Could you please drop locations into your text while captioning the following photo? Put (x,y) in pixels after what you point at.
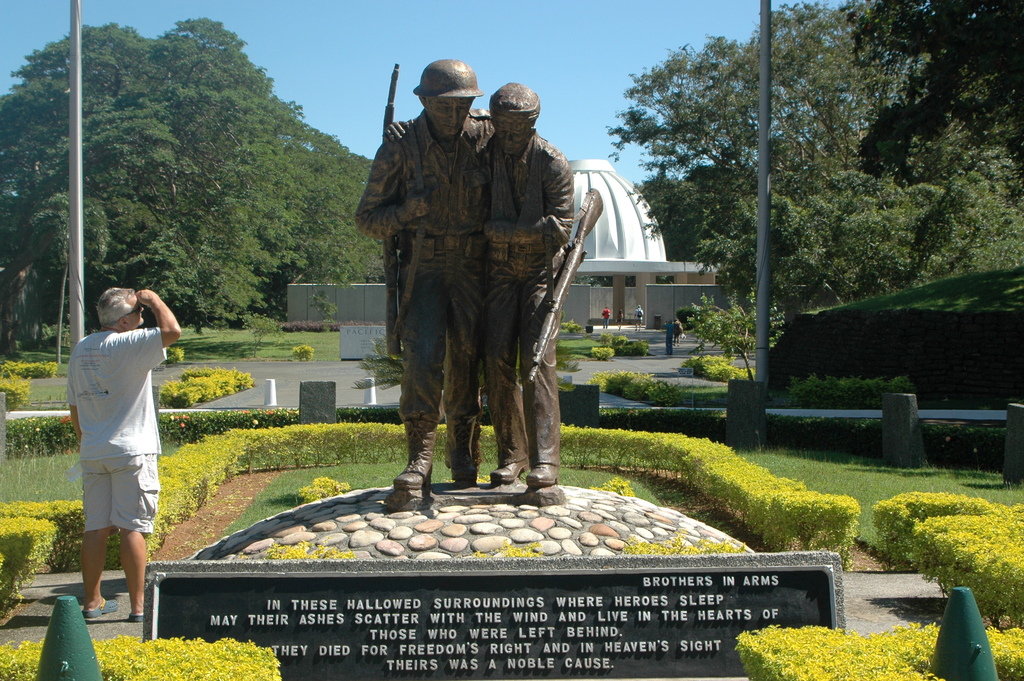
In the center of the image (396,322) we can see the brothers statue (464,289). We can also see the text (473,602) on the concrete structure (660,616). There is a man (74,392) standing on the left (127,524). Image also consists of plants (173,639), small pillars (313,411), grass (321,334), road (644,332) and also poles (763,179). In the background (323,168), we can see the trees (934,148), monument (648,235) and also the wall (382,306) and some people (604,326). Sky (445,15) is also visible.
